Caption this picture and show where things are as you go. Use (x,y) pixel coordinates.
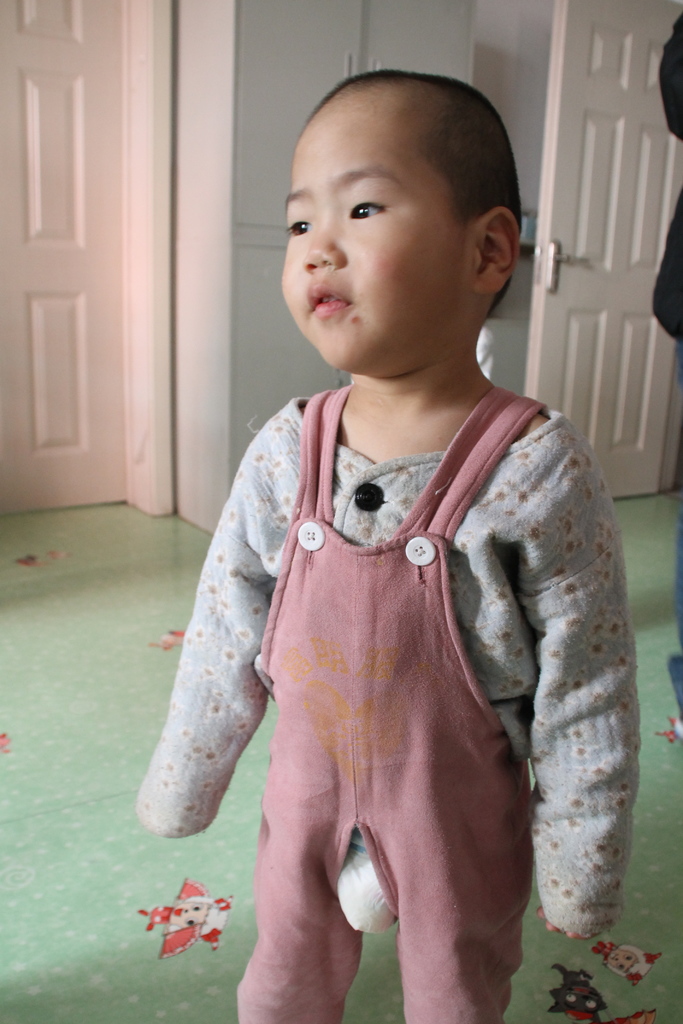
In this picture I can see a boy (500,176) standing and I can see couple of doors (571,212) in the back (653,190).
